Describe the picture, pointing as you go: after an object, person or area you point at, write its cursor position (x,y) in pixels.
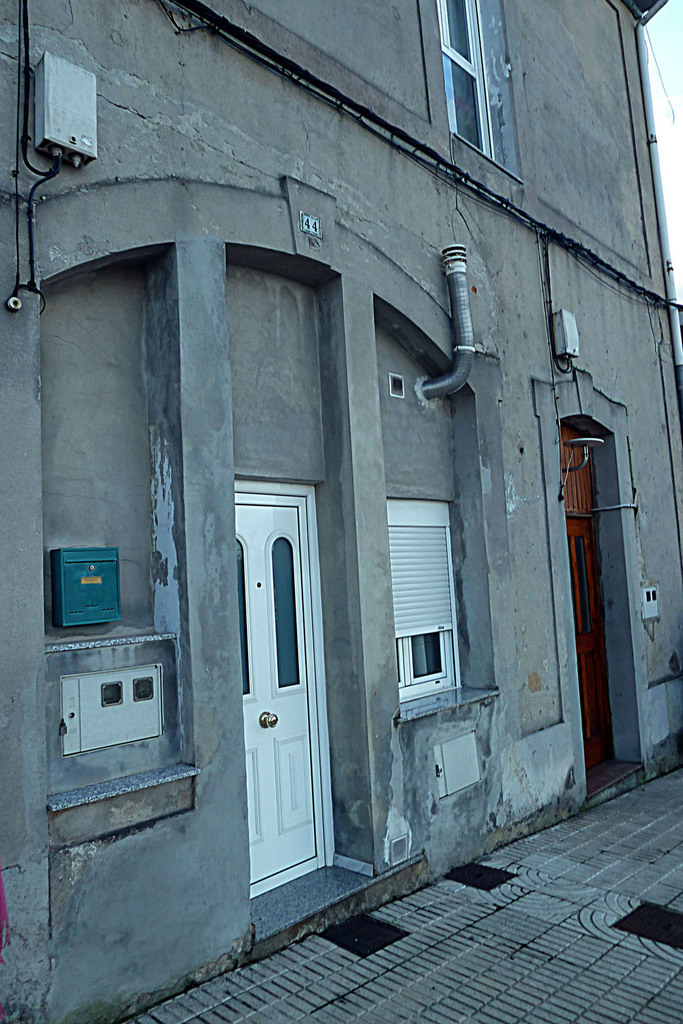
In this image I can see the building (160,195) with pipes (444,390), windows (424,563) and the door (292,520). In the background (653,88) I can see the sky (672,73).
